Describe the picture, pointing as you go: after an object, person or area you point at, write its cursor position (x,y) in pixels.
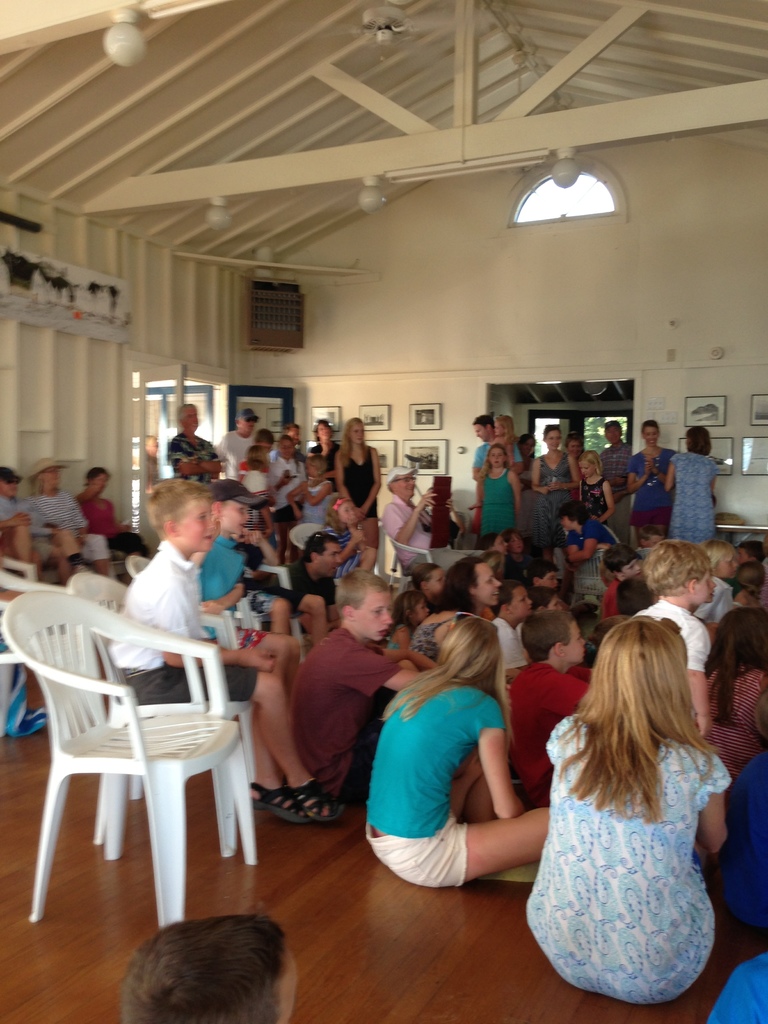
In the image we can see there are lot of people (569,611) who are sitting on the floor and on the chair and other people (506,455) on the back (579,476) are standing.
